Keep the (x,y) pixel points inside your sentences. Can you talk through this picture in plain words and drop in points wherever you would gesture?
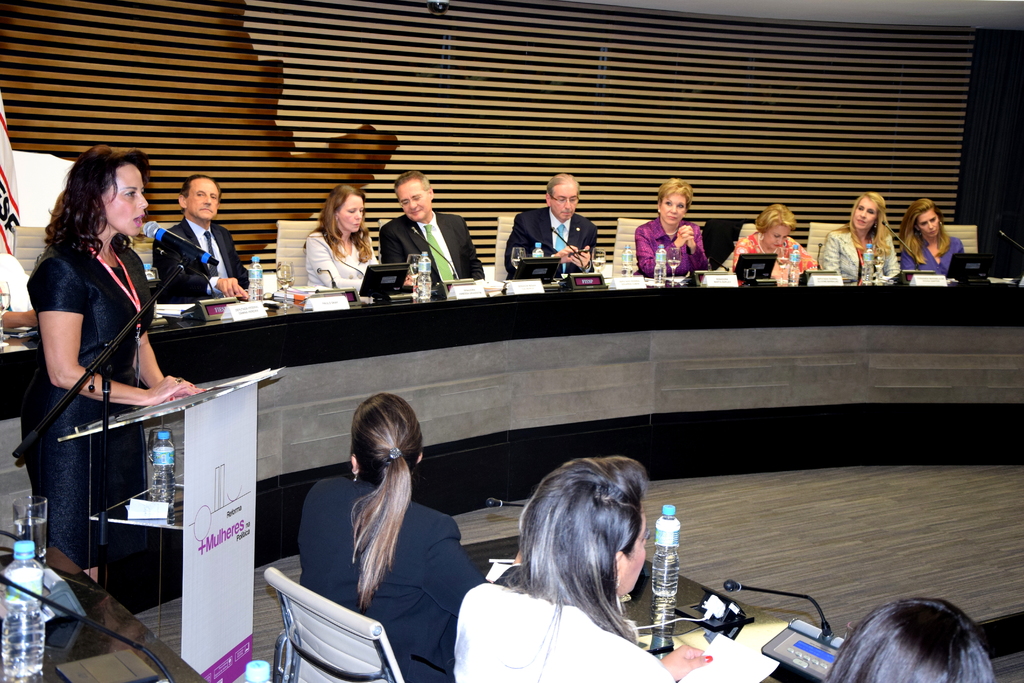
the picture there is a room (825,140) in that room (241,103) there are many people (456,605) sitting on a chair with table (655,413) on in front of them a woman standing near the podium (245,482) and talking in the microphone (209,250) which is in front of her on the table (510,305) there are many things (677,577) such as bottles (656,581) laptops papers (158,312) e. t. c.
